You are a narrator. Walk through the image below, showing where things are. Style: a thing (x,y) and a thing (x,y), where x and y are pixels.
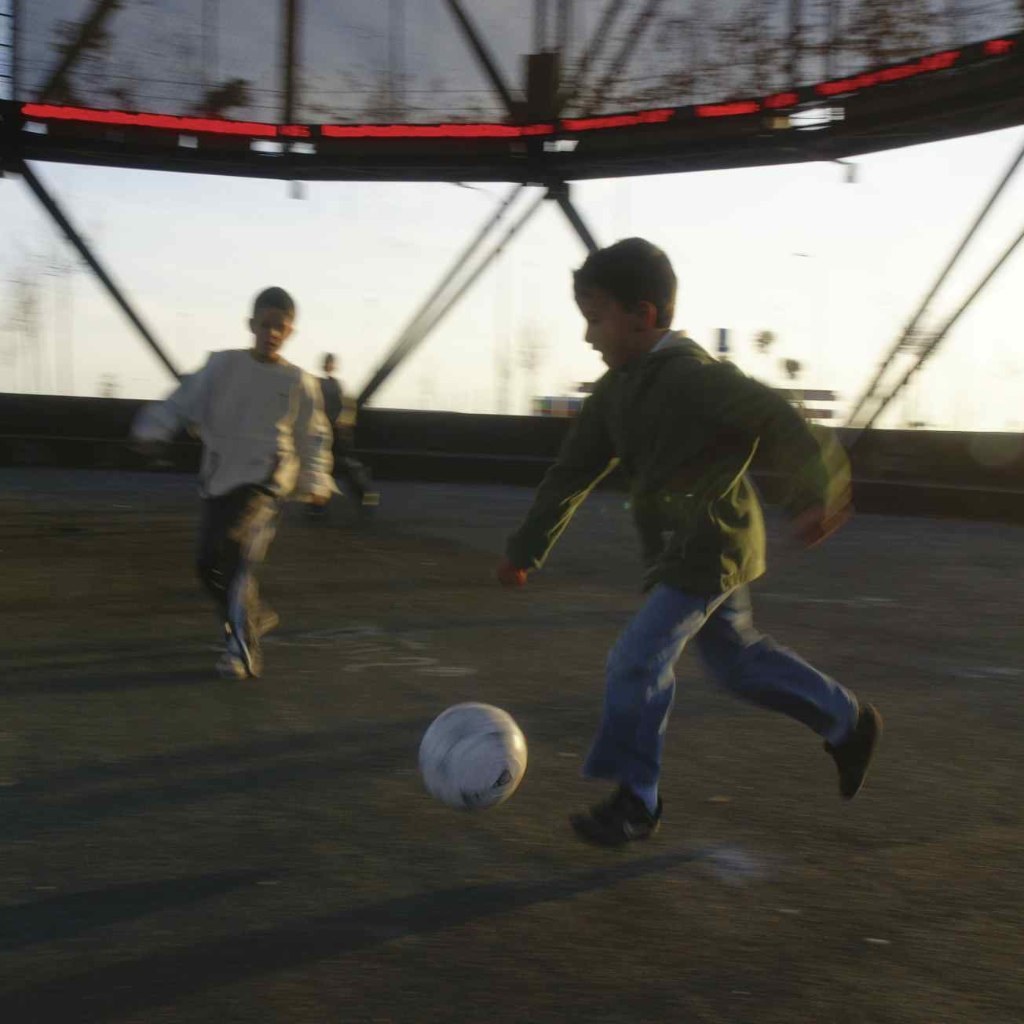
The person (709,442) wearing green dress (731,431) is in the air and there is a ball (504,751) in front of him and there are two other persons (311,423) beside him.
